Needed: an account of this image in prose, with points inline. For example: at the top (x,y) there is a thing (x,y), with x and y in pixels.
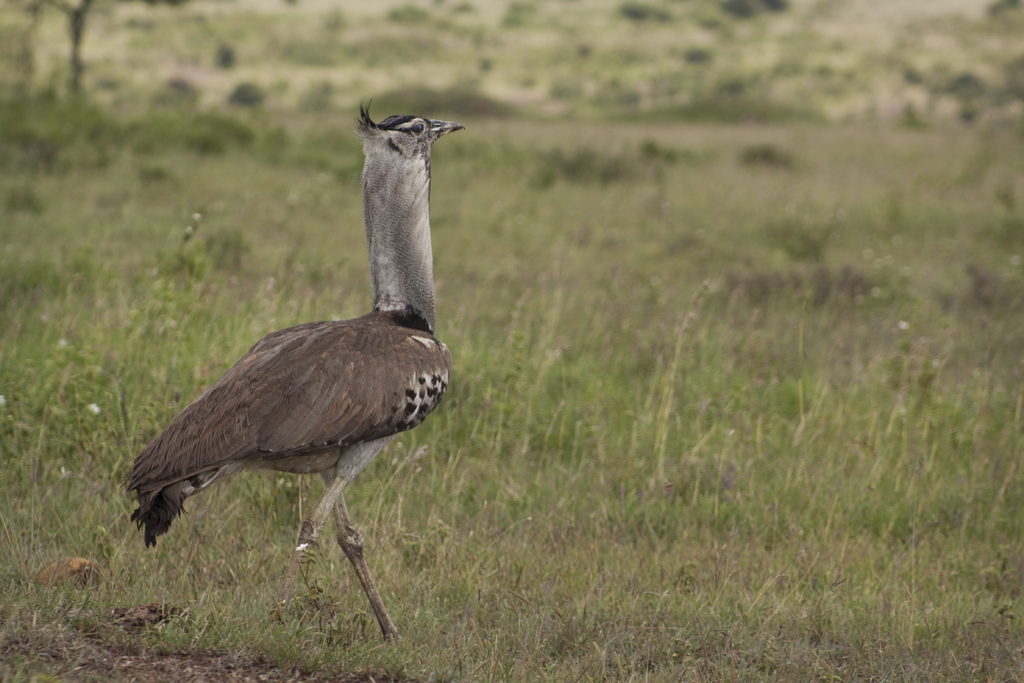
In this picture we can able to see a bird (342,405). It is named as 'Bustard' (431,290). This the grass (660,409) and it is standing on the grass (457,571).
